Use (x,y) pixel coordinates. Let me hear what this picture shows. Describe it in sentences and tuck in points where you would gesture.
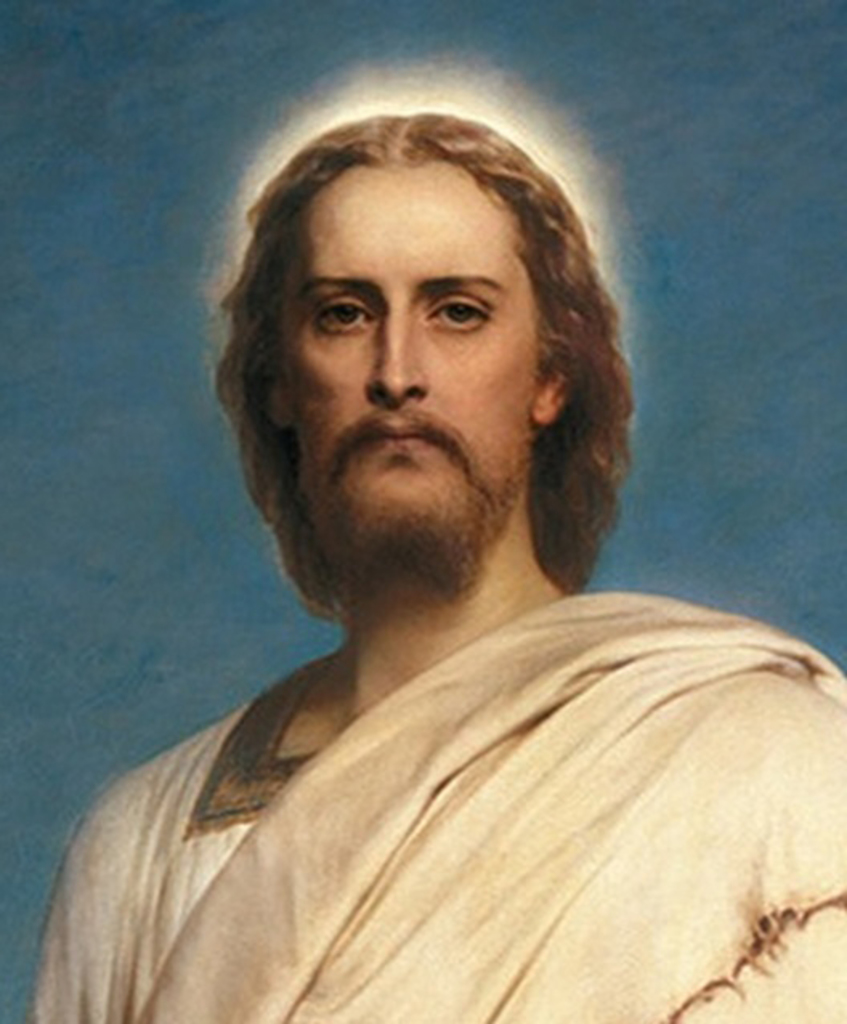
In this image I can see depiction of a man (305,534) in white dress (650,761). I can also see blue and white colour in background (747,261).
